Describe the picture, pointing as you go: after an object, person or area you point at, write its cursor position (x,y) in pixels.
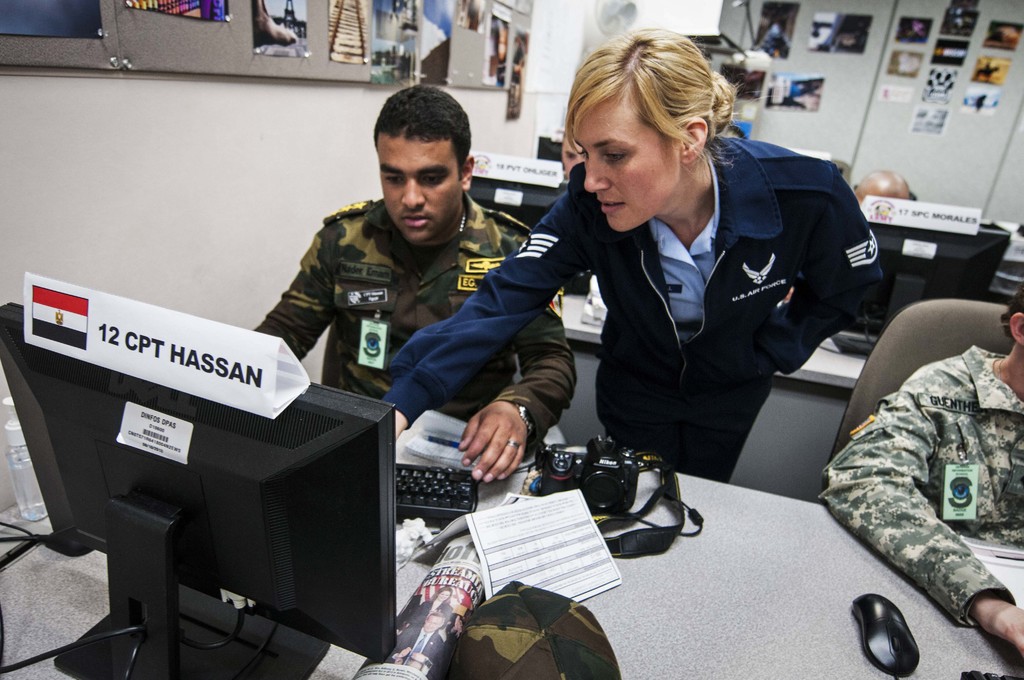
In this picture there are people (362,302) and we can see monitors (131,416), name boards (538,182), key board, bottle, cap (513,659), mouse (869,603), papers (406,646) and objects (661,499) on table (690,624). In the background of the image (327,107) we can see boards (358,76), object (700,42) and photos (772,107) on the wall (841,134).
